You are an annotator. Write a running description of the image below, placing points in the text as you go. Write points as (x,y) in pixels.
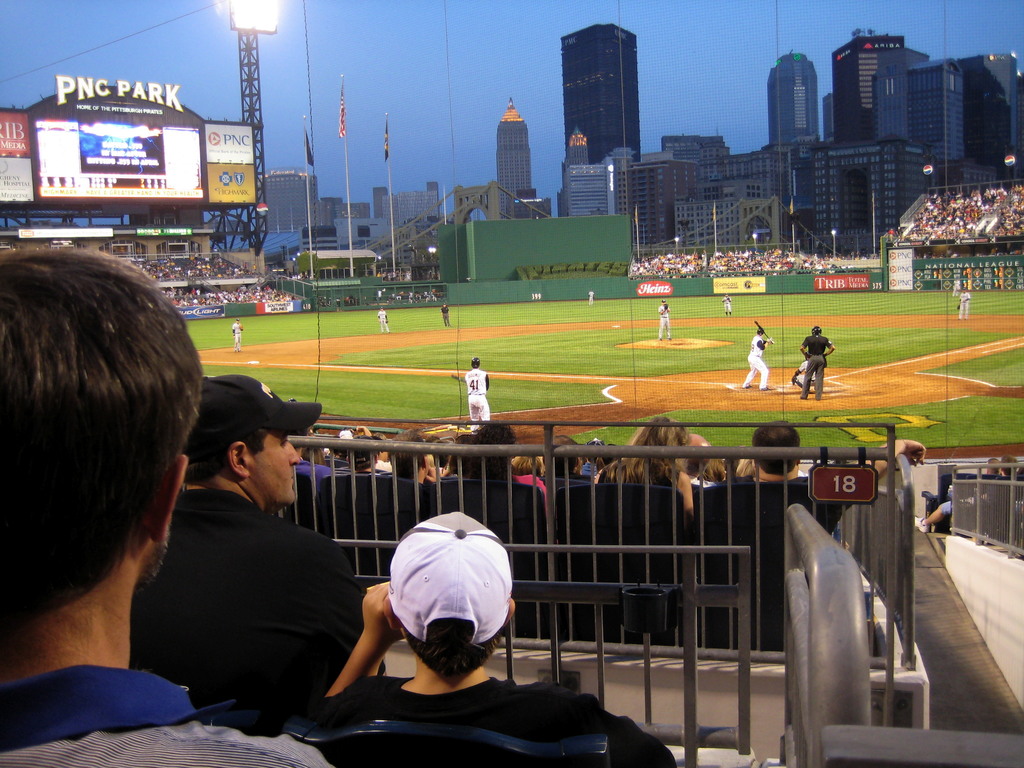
This is a picture of a stadium (949,565), where there are group of people (492,435), iron grills (910,756), group of people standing and playing a game, flags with the poles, screen (105,132), boards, buildings (302,192), lights (231,15), lighting truss (254,47), and in the background (324,114) there is sky (369,101).
